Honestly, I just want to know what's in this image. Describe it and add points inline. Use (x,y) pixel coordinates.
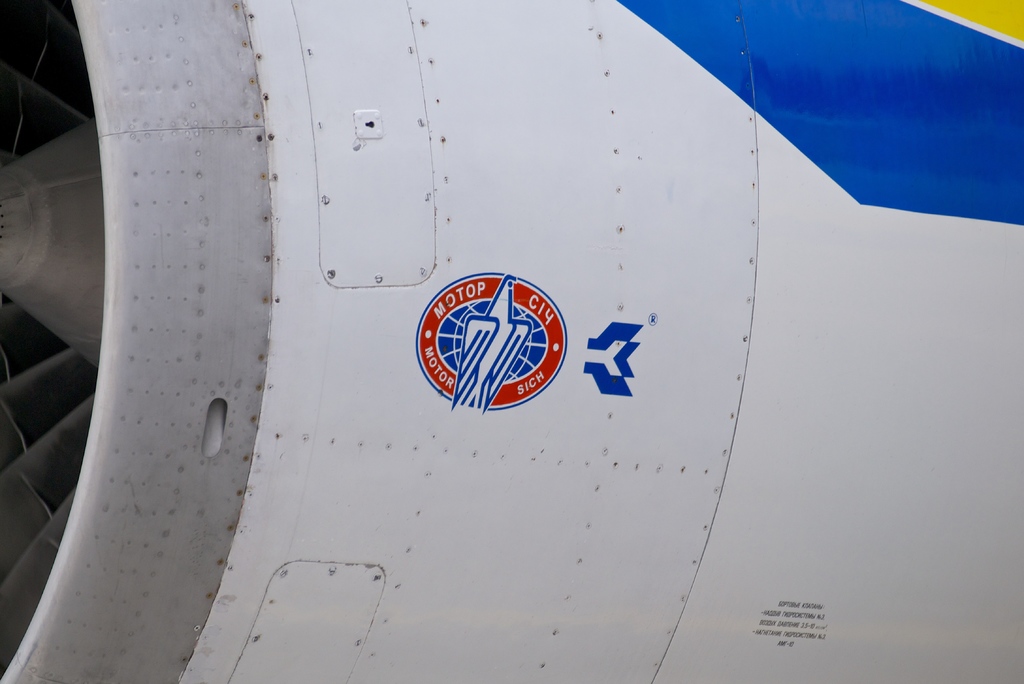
In this image we can see the outer surface (383,110) of the aeroplane (809,307).
